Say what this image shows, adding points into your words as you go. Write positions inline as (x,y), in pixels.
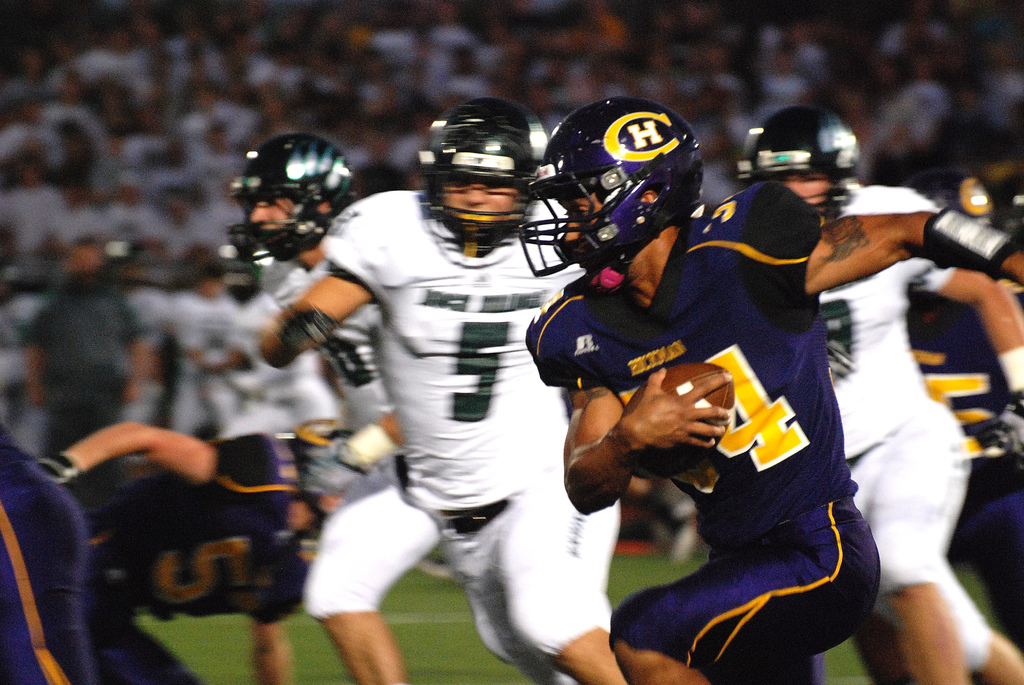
In the foreground of the image (960,483) we can see a group of persons (345,452) wearing a dress (294,490) and helmets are running on the grass field (241,620). One person (776,545) is holding a ball (713,452) in his hand (692,419). In the background (932,123), we can see group of audience (102,158).
